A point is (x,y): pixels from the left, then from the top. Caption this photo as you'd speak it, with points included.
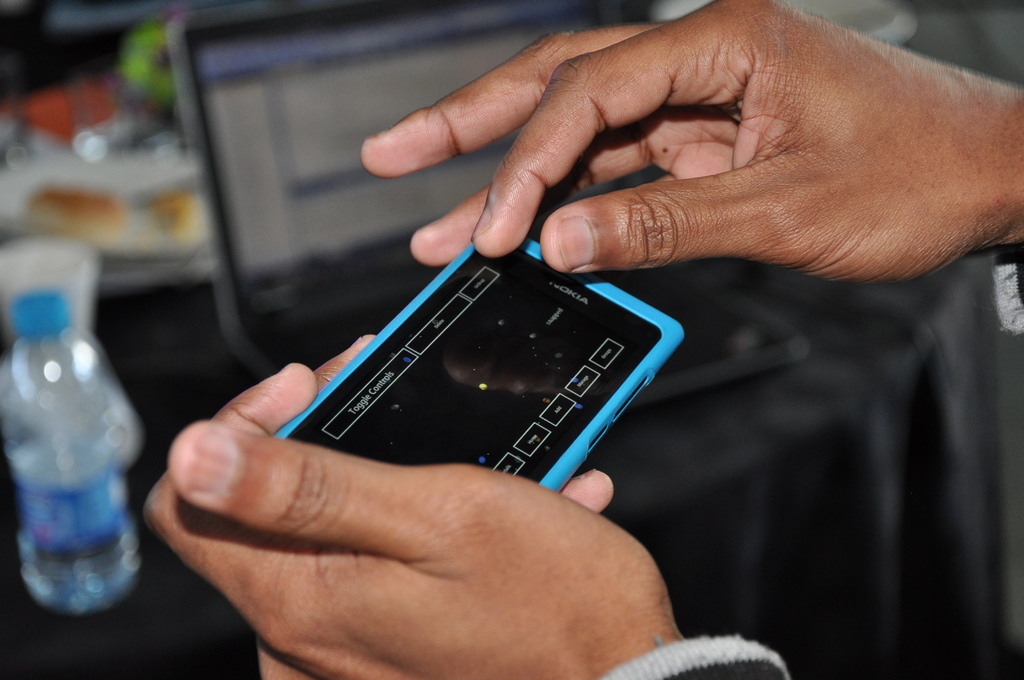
In this image there is a person (754,248) holding the phone (669,340). At the back (295,336) there is a bottle (47,316), plate (56,236), cup (71,259), laptop (219,70) on the table (747,276). The table (942,488) is covered with black color cloth (869,471).
